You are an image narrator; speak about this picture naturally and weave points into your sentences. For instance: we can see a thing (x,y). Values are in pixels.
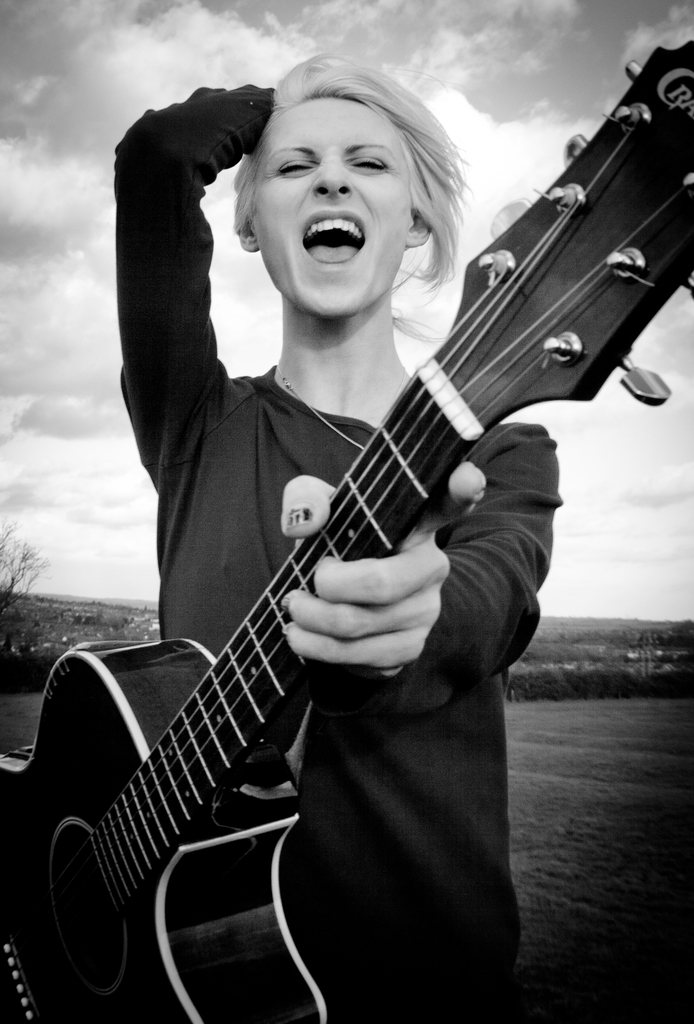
In this image I see a person (392,154) who is holding a guitar (60,706) and in the background (638,13) I see the sky (19,96).
